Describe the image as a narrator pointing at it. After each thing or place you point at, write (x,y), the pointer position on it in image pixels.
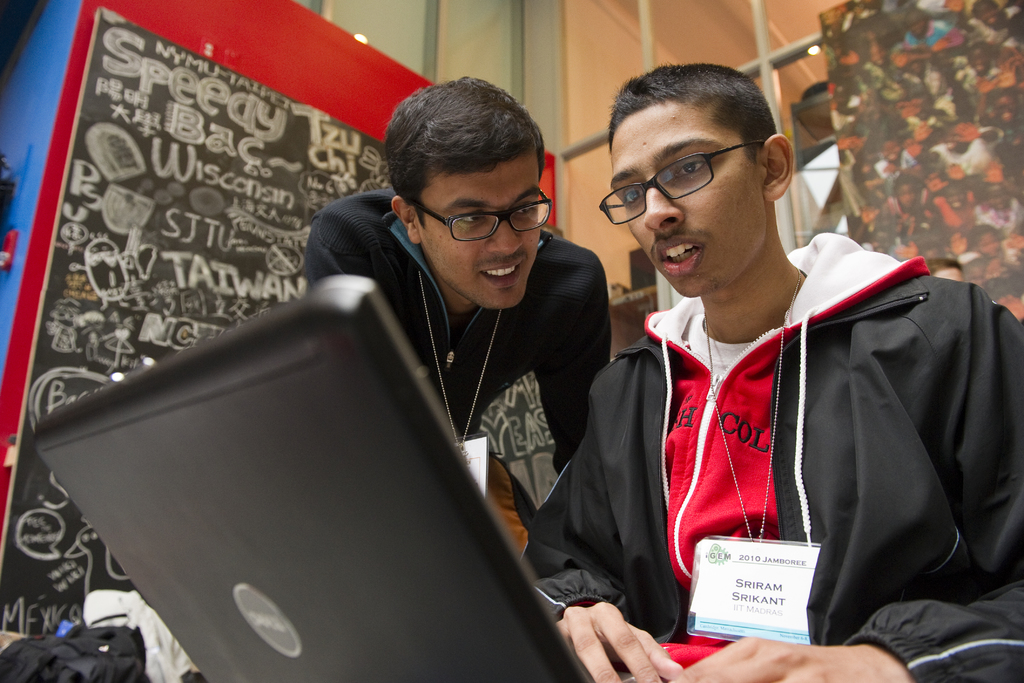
In this image there are two persons (566,334), one is sitting with a laptop (449,576) and another one is standing, in the background (164,64) there is a board (141,42), on that board (58,284) there is a some text (208,142) and there are glass windows (833,206).
